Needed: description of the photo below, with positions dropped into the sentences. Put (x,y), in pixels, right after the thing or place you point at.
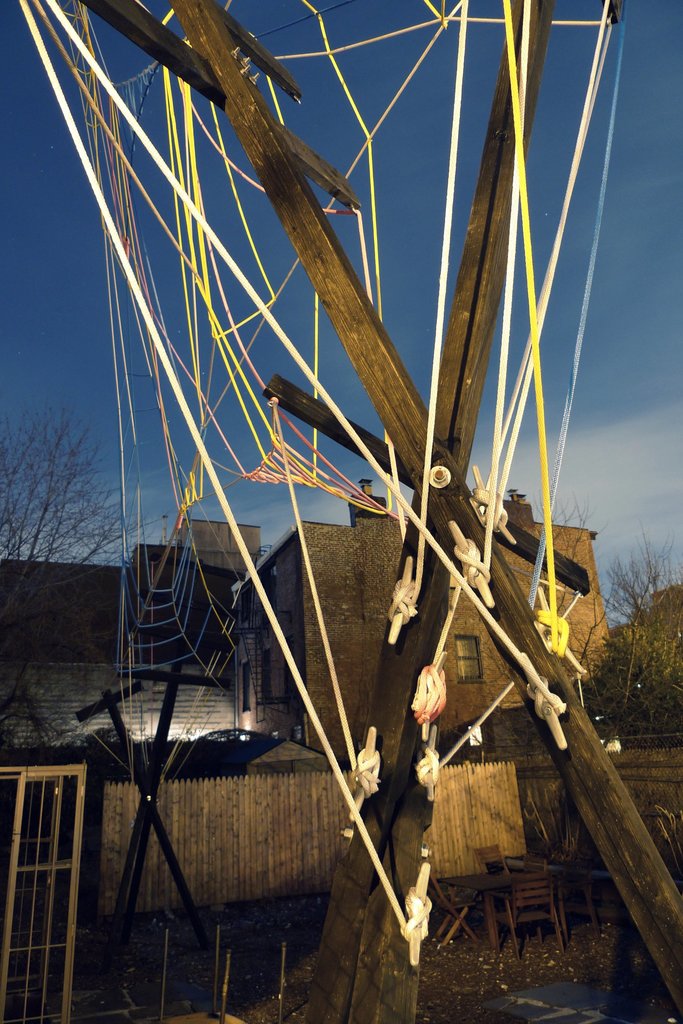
In this image we can see ropes (183,188) tied to the logs (483,336). In the background (295,850) there is a fence (257,844), buildings (212,667), trees (634,636) and sky (512,305). At the bottom (583,872) there are tables (526,889) and chairs (486,851). On the left (49,815) there is a gate (48,867).
